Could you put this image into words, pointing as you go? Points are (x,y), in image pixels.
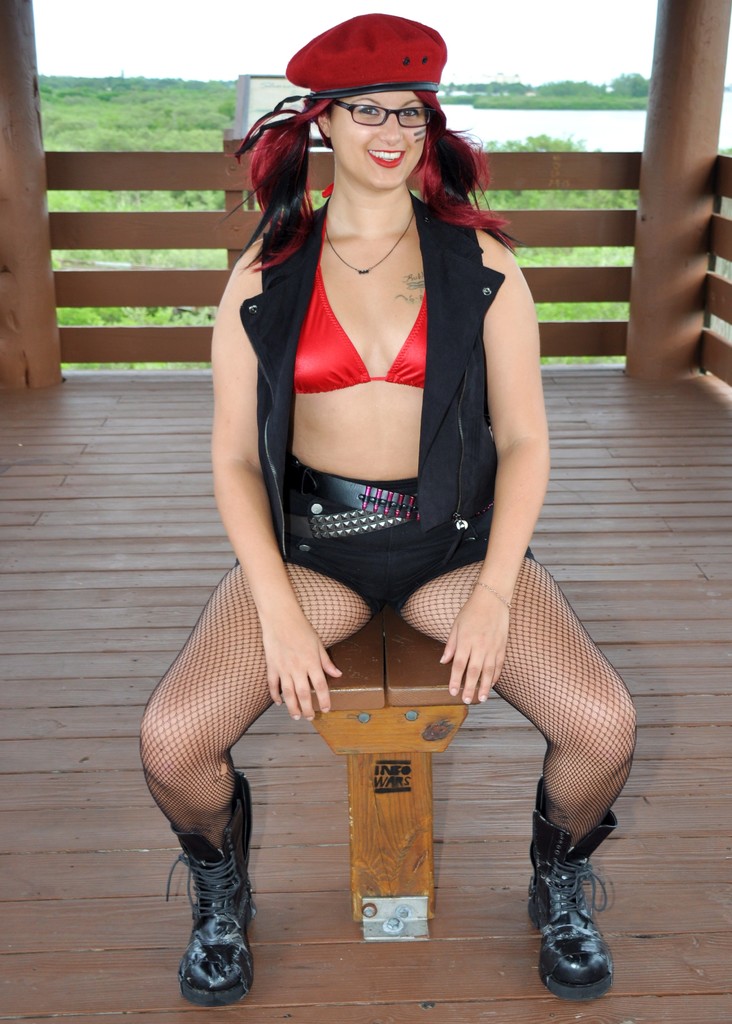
In the image, there is a woman (167,678) sitting on a wooden stool (381,711) and around the woman (318,683) there is a fencing (149,166) of wood (112,281), in the background (169,91) there is a beautiful scenery (159,90).
